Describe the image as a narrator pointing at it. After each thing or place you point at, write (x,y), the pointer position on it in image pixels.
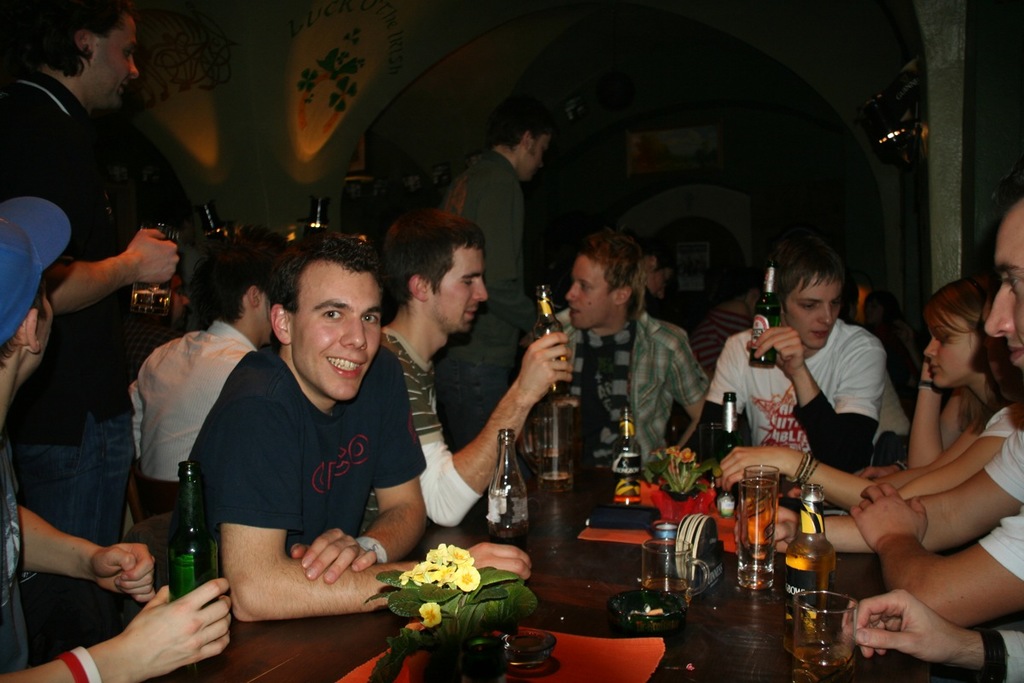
There are groups of people (313,258) sitting. Among them few people (555,342) are holding beer bottles (761,308) in their hands (937,617). I can see two people (464,182) standing. This is the wooden table (580,569) with beer bottles (722,435), glasses (750,480), flower vases (483,603) and few other things (659,604) on it. This is the wall (941,96). I think this is the wall painting (325,70).
